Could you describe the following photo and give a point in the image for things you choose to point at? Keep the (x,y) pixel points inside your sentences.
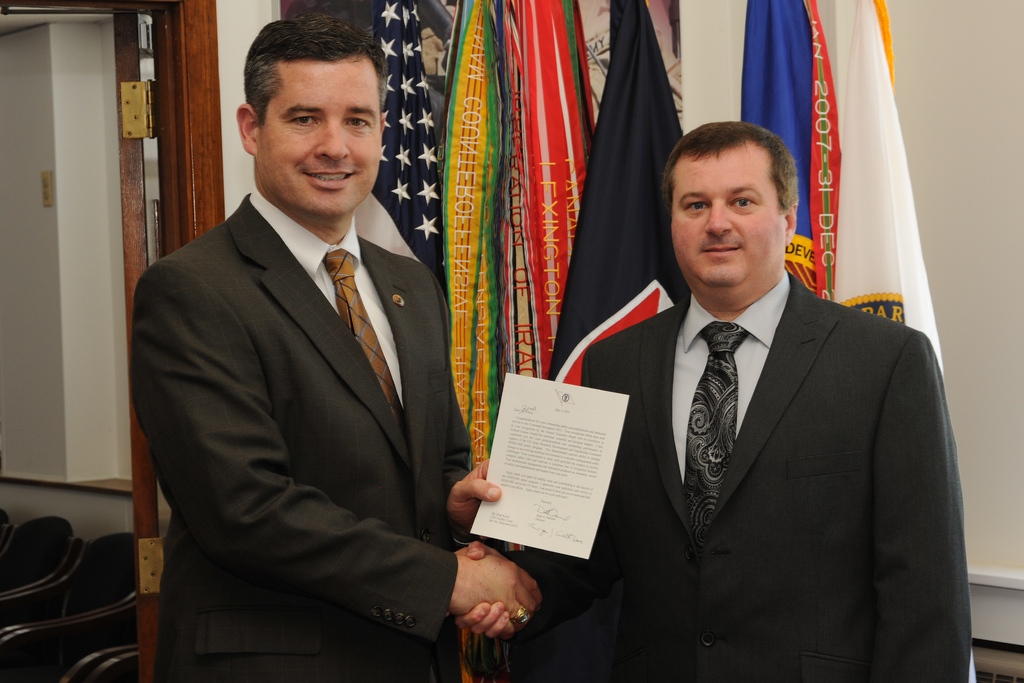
In this picture we can observe two men (655,373) shaking their hands (450,608). Both of them are smiling and wearing coats (399,529). One of them is holding a paper (542,480) in his hand (468,487). Behind them there are some flags (529,148). In the background (192,158) we can observe a door (128,247) and a wall (113,209).
